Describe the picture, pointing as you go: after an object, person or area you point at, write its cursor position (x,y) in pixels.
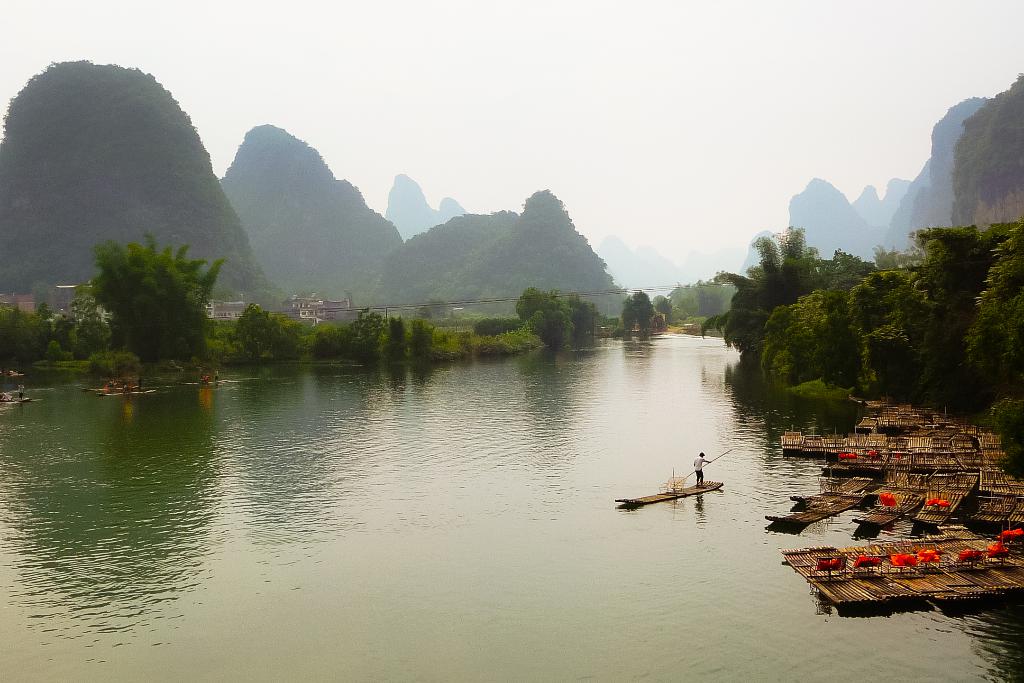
In the center of the image (584,396) there is water (427,528). There are boats (862,489). To the both sides of the image there are trees (735,301). In the background of the image (578,236) there are mountains (286,219), houses (309,310), sky (766,78).
